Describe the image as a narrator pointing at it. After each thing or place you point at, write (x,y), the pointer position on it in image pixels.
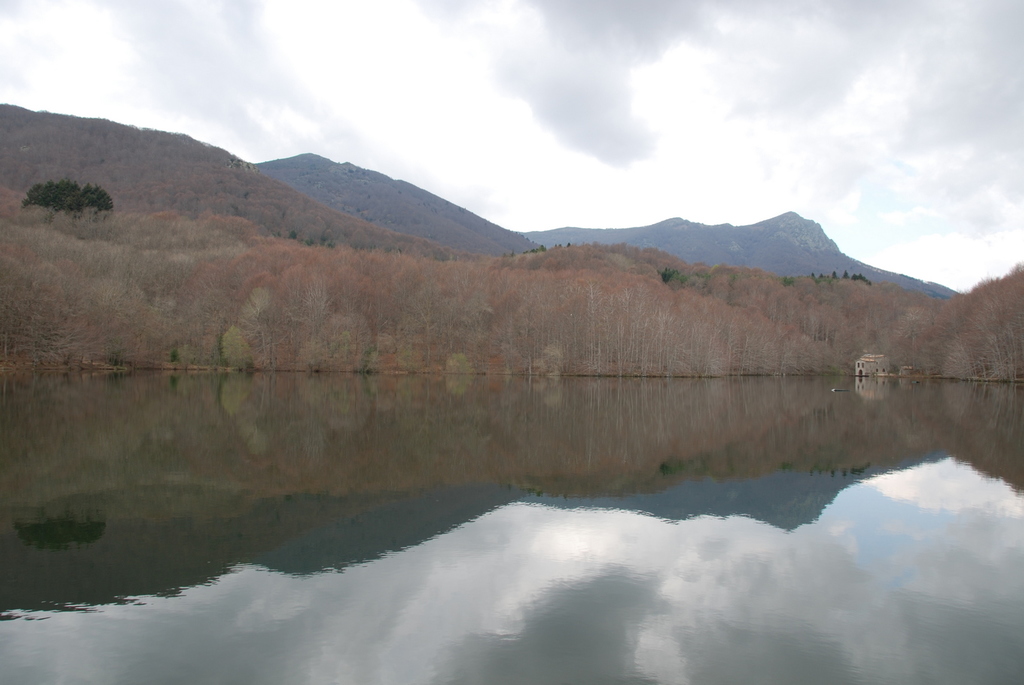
As we can see in the image there is water (320,474), trees (113,237), hills (590,236), building (875,362), sky (675,35) and clouds (425,45).
